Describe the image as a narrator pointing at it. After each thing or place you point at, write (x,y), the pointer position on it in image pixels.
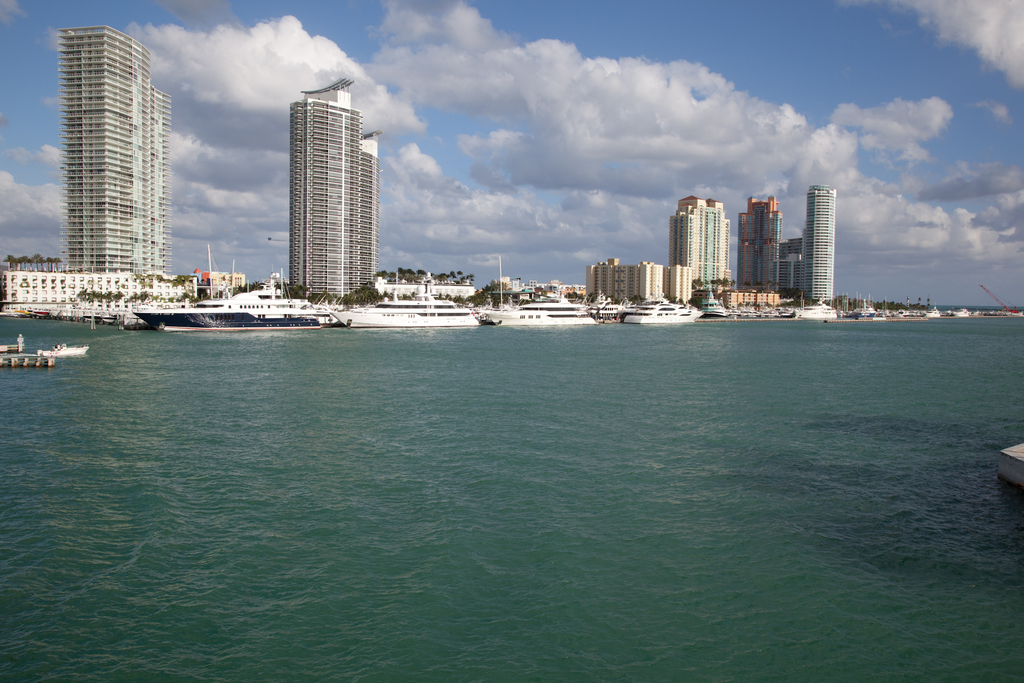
In this image I can see water (706,385) in the front (556,523). In the background (669,318) I can see number of boats (341,309) on the water (416,347), number of trees (164,297), number of buildings (360,260), clouds (605,164) and the sky (791,82).
